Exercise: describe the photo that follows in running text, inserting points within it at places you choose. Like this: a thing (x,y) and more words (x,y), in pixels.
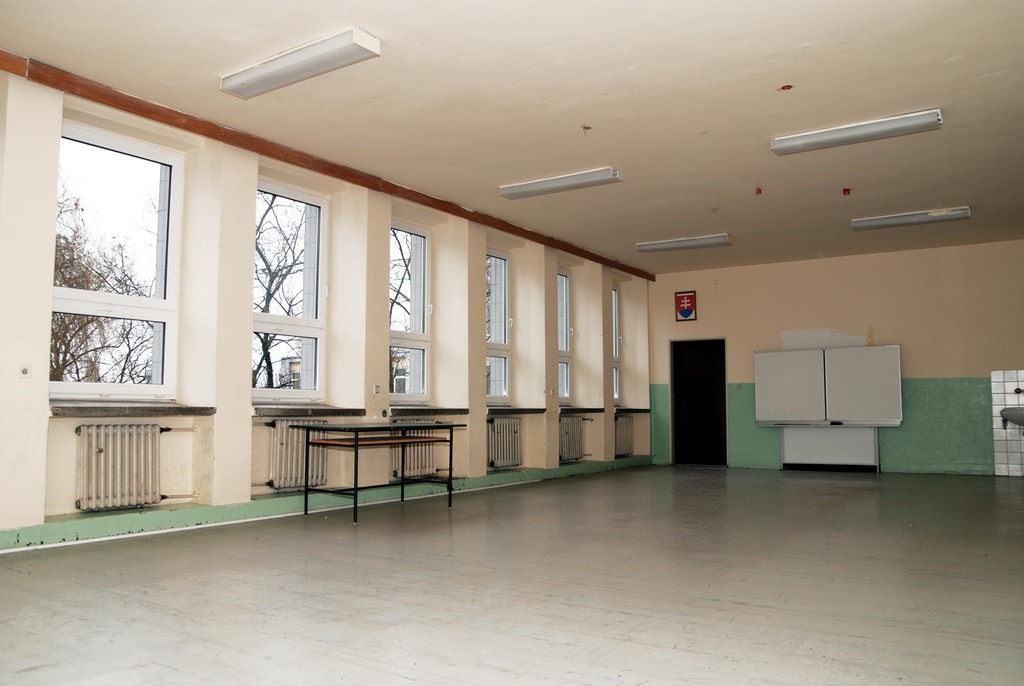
In the picture we can see room (442,492), there is table (439,426), on right side of the picture (770,377) there is board (761,372), door (698,390) and there is a wall (822,326) and in the background of the picture (143,358) there are some windows (68,318) through which we can see some trees (93,318).
